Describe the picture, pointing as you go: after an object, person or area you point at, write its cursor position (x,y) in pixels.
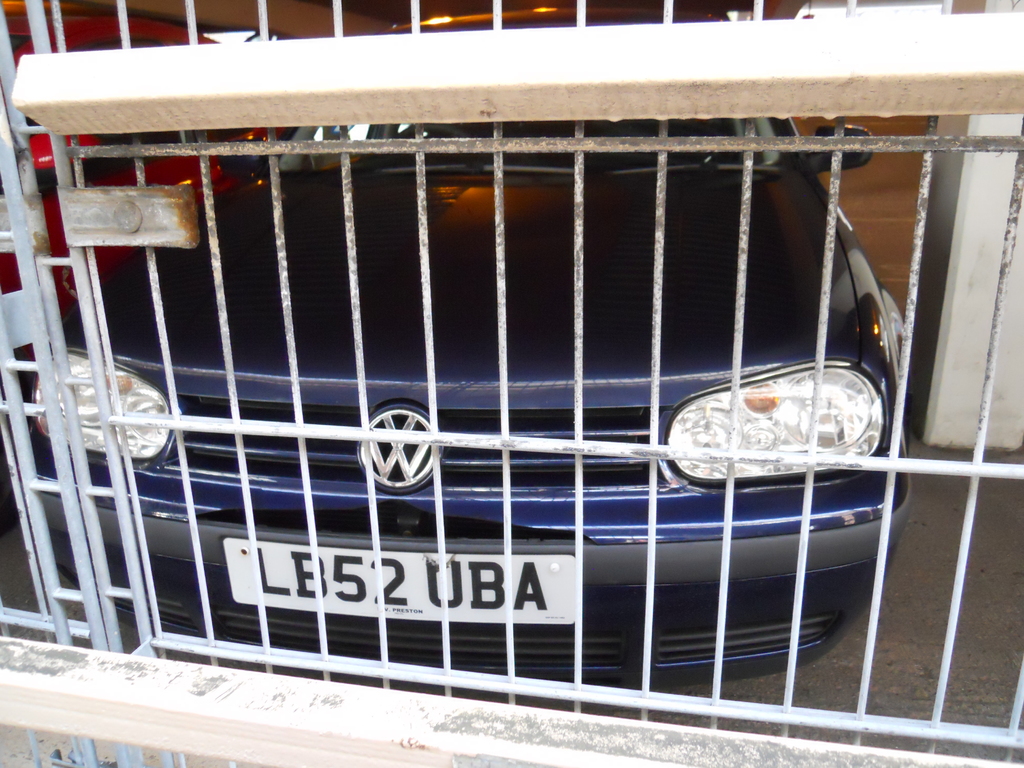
In the image it looks like there is a gate (277,206) and behind the gate (226,358) there are two cars (313,180) visible in the image.
